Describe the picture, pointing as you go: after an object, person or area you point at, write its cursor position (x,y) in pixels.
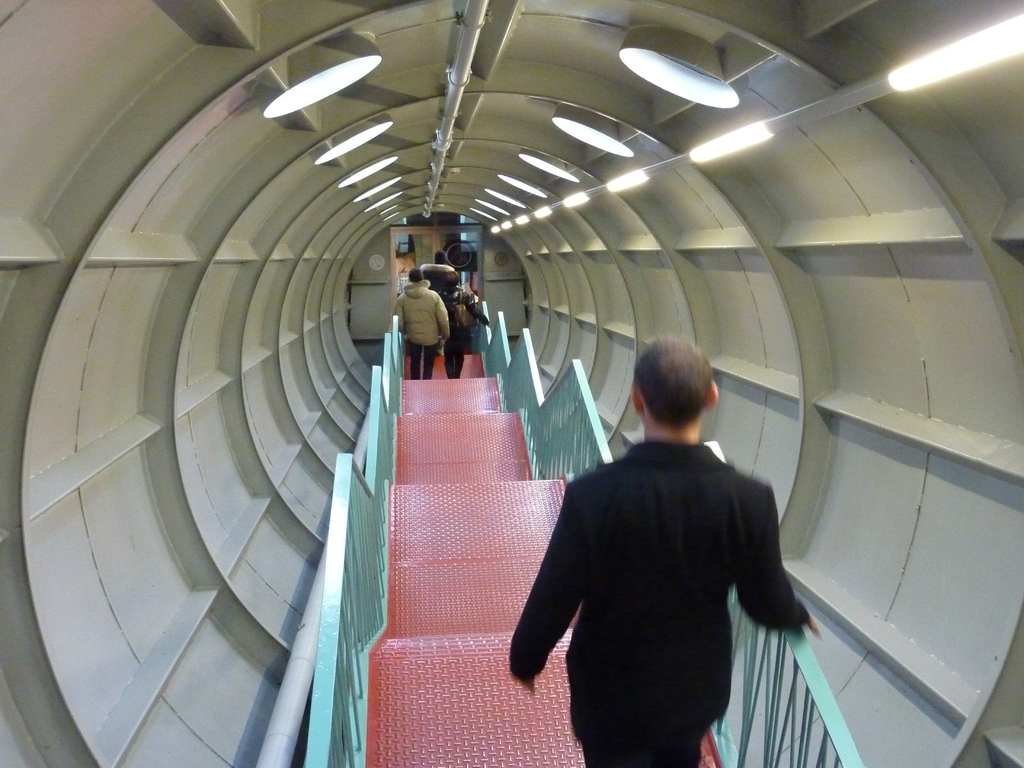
In this image we can see a group of people (546,634) standing on staircase (533,554) with railing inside the tunnel (918,380). In the background (474,277), we can see group of lights (629,148) and doors (456,257).
